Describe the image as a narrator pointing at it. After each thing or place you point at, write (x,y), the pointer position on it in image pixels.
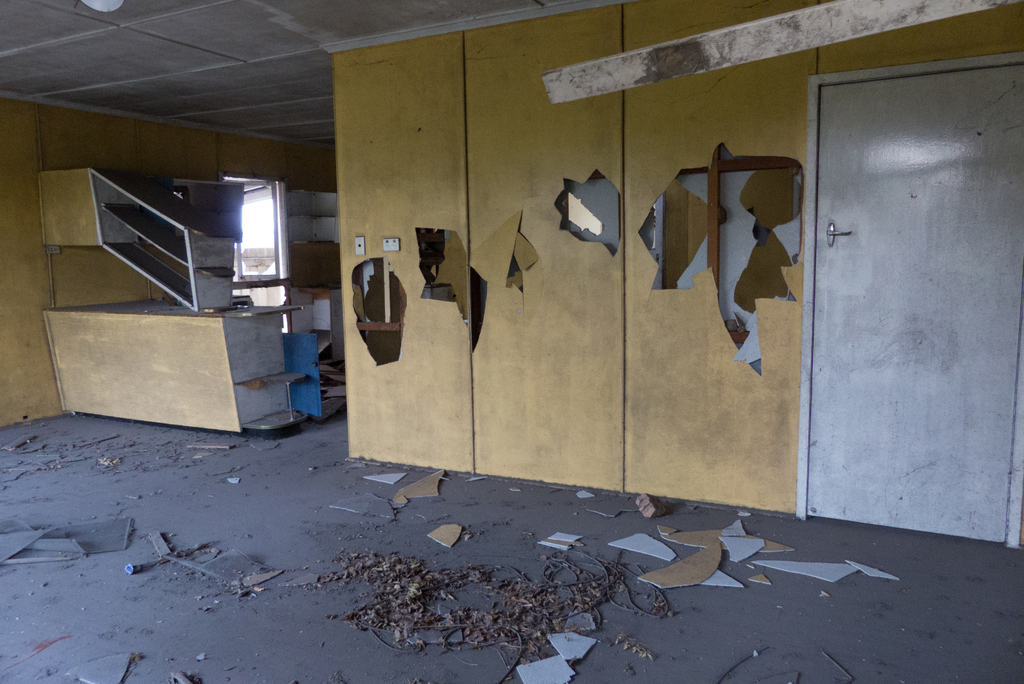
This is a picture of a room (431,526), in this image there is a wall (706,285), door (912,284) and on the wall (785,257) there are some holes (689,218), and on the left side (118,334) there is a table (170,334), wooden boards (213,244) and some racks (113,205), wall (18,306) and some other objects (238,302). At the bottom (800,616) there is floor (912,603) and on the floor (123,479) there is some scrap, and at the top (179,32) there is ceiling (185,19).
